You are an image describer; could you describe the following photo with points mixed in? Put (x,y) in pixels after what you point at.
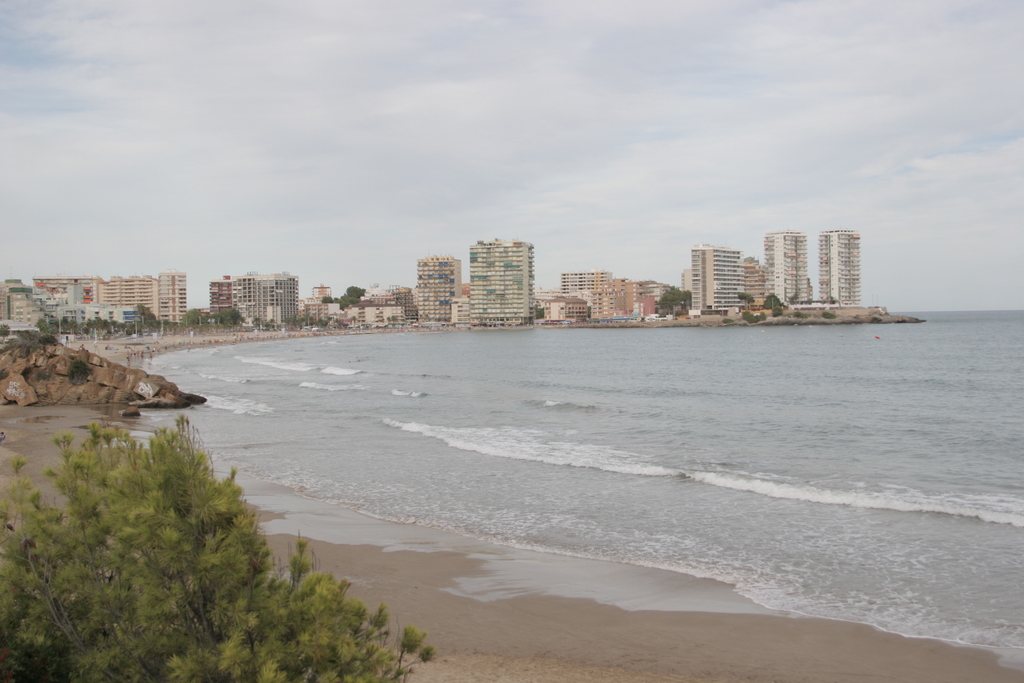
In this image I can see a tree (130,524) in the front (115,558). There is water (190,372). There are trees (240,316) and buildings (551,314) at the back (735,271) and sky (476,63) at the top (476,63).
